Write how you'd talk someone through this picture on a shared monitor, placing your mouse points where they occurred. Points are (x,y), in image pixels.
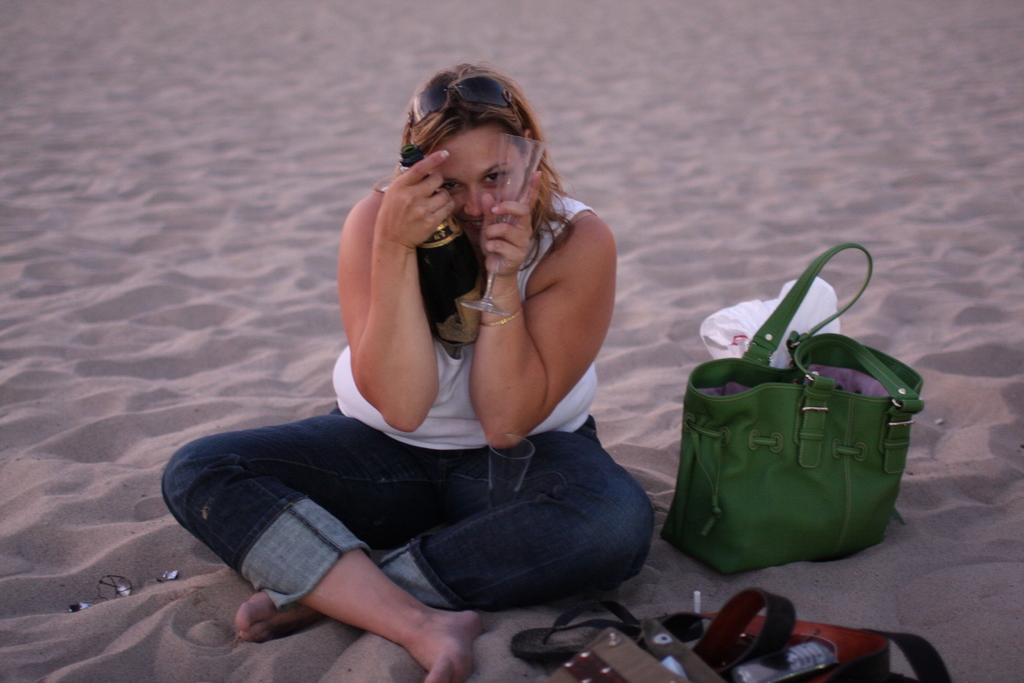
She is sitting on a sand (609,428). She is holding a glass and wine bottle (424,279). We can see the background is bag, belt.
